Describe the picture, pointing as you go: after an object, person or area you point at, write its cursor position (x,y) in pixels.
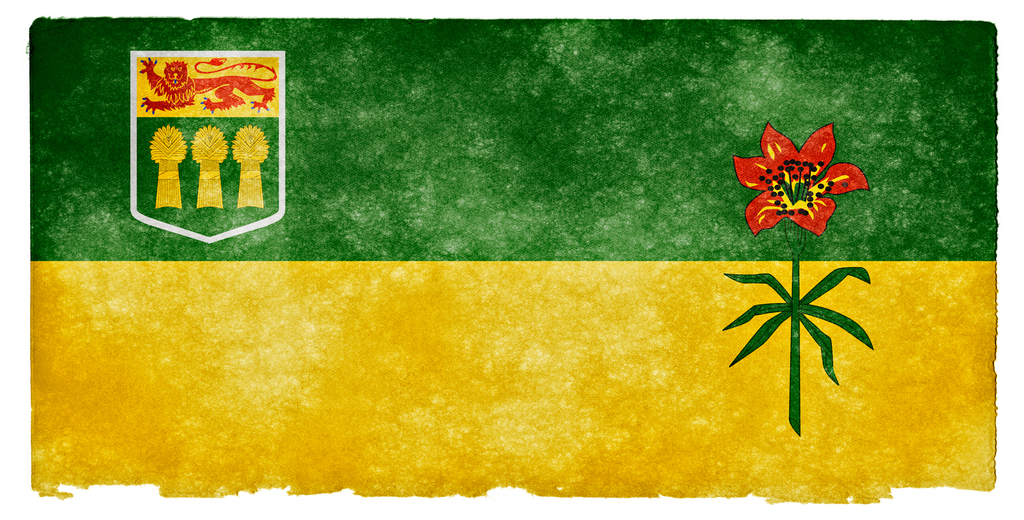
In the image there is a painting (261,390) with a flower (801,177) on the right side (803,222) and a symbol (159,170) on the left side (184,174) top, its seems to be a flag (274,153), the bottom is yellow in color and top is green in color.
